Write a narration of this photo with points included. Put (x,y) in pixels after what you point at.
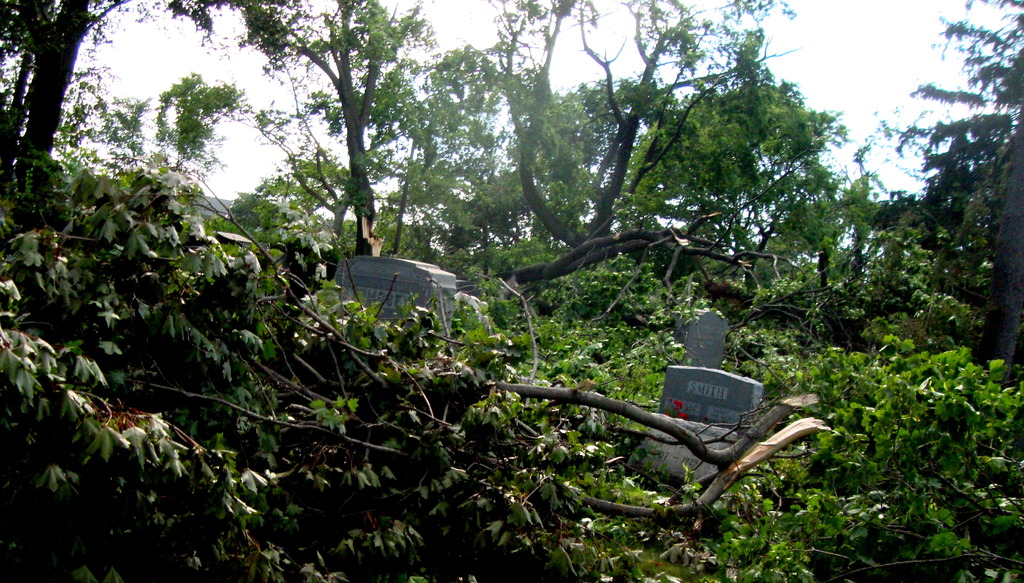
In this picture, we can see trees (398,425), graves (683,369), and the sky (266,169).
